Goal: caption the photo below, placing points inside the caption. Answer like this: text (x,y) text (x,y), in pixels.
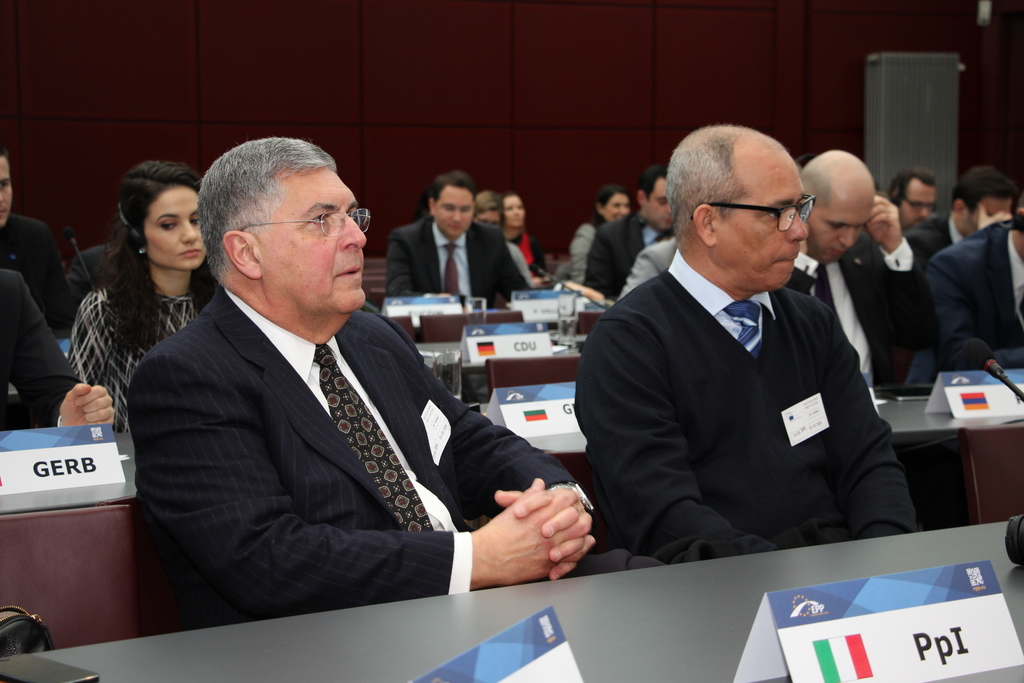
In this image, we can see there are persons (262,371) in different color dresses (334,529), sitting in front of the tables (351,633), on which there are name boards (861,593), glasses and mics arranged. In the background (909,61), there is a gray color object (937,108). And the background (106,90) is brown in color.
